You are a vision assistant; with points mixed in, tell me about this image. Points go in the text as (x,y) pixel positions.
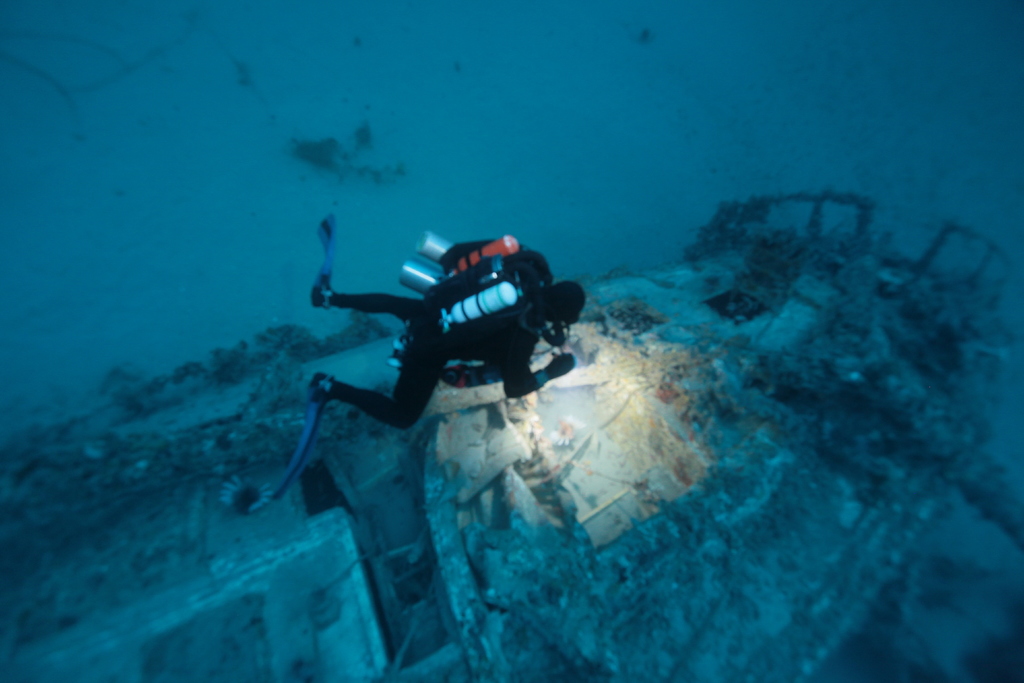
In this image there is a man (411,406) who is doing the scuba diving in the water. He is wearing the cylinder tank (496,292), jacket (531,329), gloves (565,360), helmet (556,314) and a mask (569,318). At the bottom (491,553) there is a ship (703,544) in the water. There is some much of dust (812,546) and some algae (825,343) on the ship (759,323).
